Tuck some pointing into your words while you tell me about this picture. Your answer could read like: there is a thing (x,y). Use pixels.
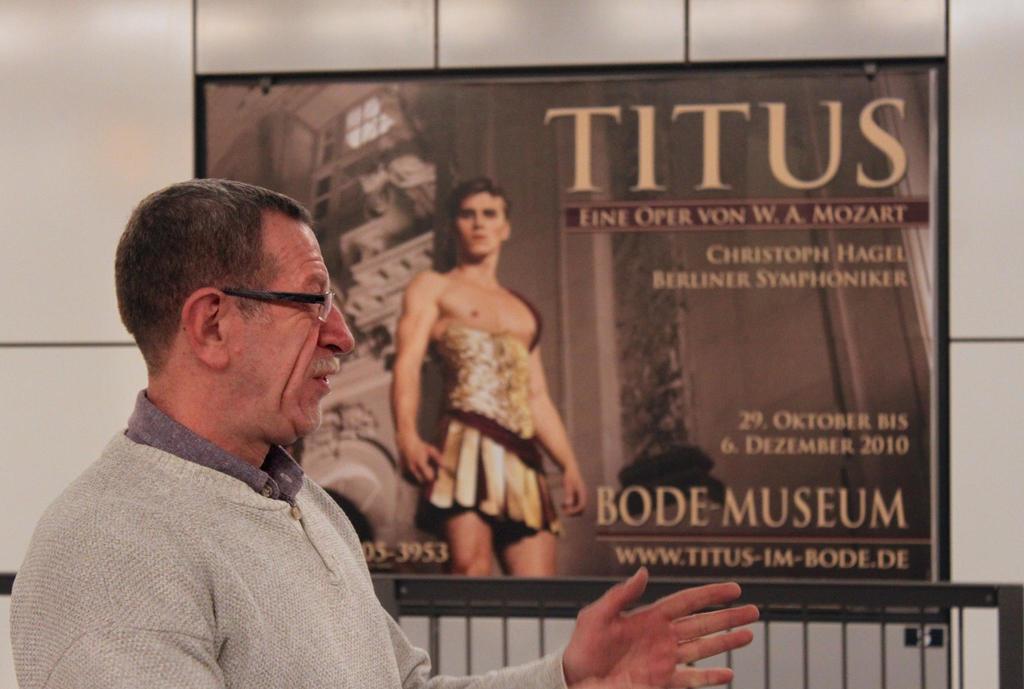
In this image there is one person (157,442) who is talking, and in the background (477,384) there is a board (513,390). On the board (482,313) there is a depiction (481,347) of one person (474,315) and text (821,507), at the bottom of the image (976,660) there are some grills (851,582) and in the background (22,398) there is wall (62,108).
